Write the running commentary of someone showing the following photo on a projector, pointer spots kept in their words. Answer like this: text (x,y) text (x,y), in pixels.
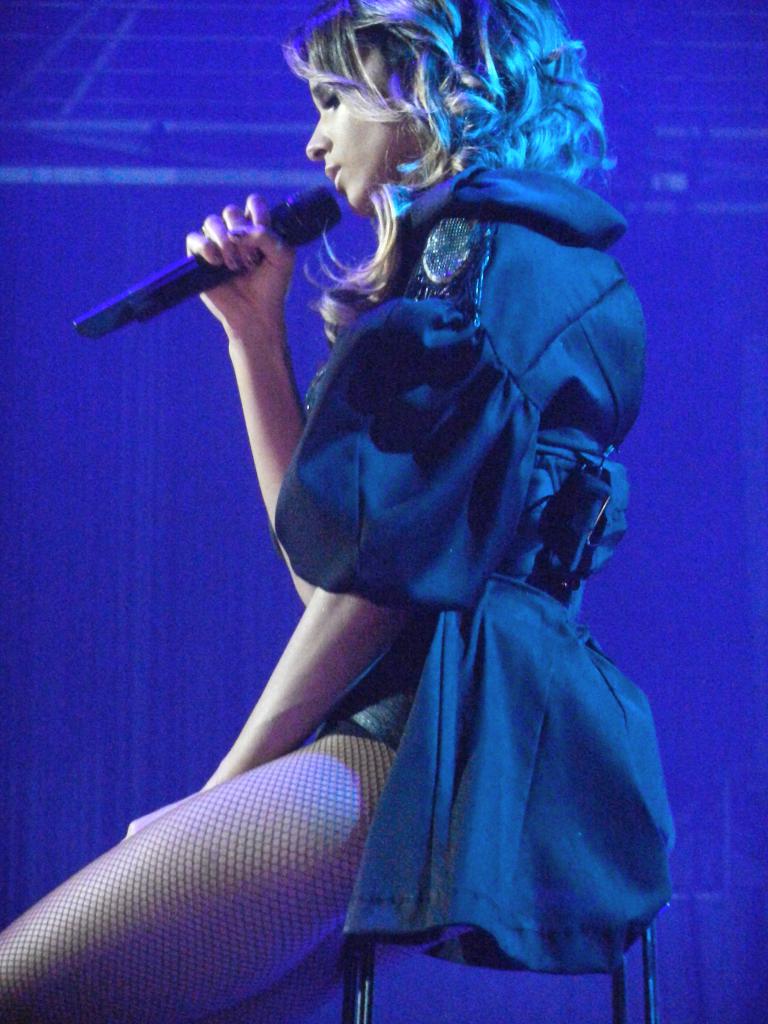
In this image there is a woman (368,566) sitting on a stool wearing a black colour jacket (456,423) and holding a mic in her hand (237,302).
